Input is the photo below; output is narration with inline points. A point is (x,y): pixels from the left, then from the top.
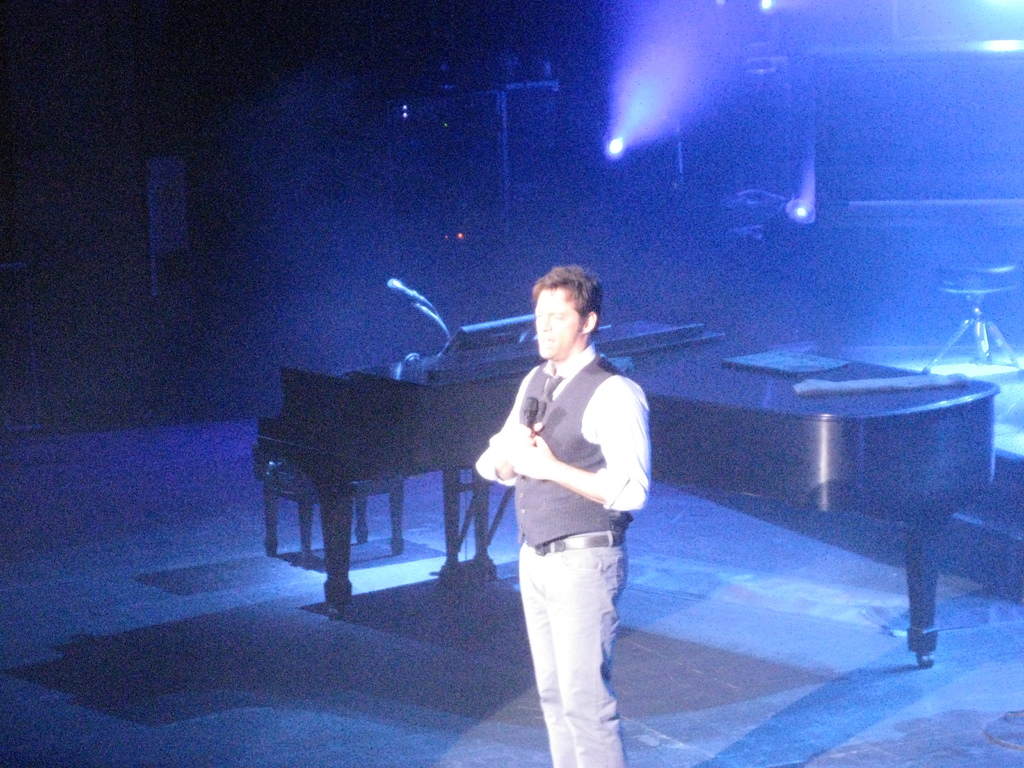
In this picture there is a person (574,506) standing and holding the microphone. At the back (613,361) there are musical instruments (323,445) and there is a stool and there are lights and there is a microphone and there are objects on the musical instruments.
